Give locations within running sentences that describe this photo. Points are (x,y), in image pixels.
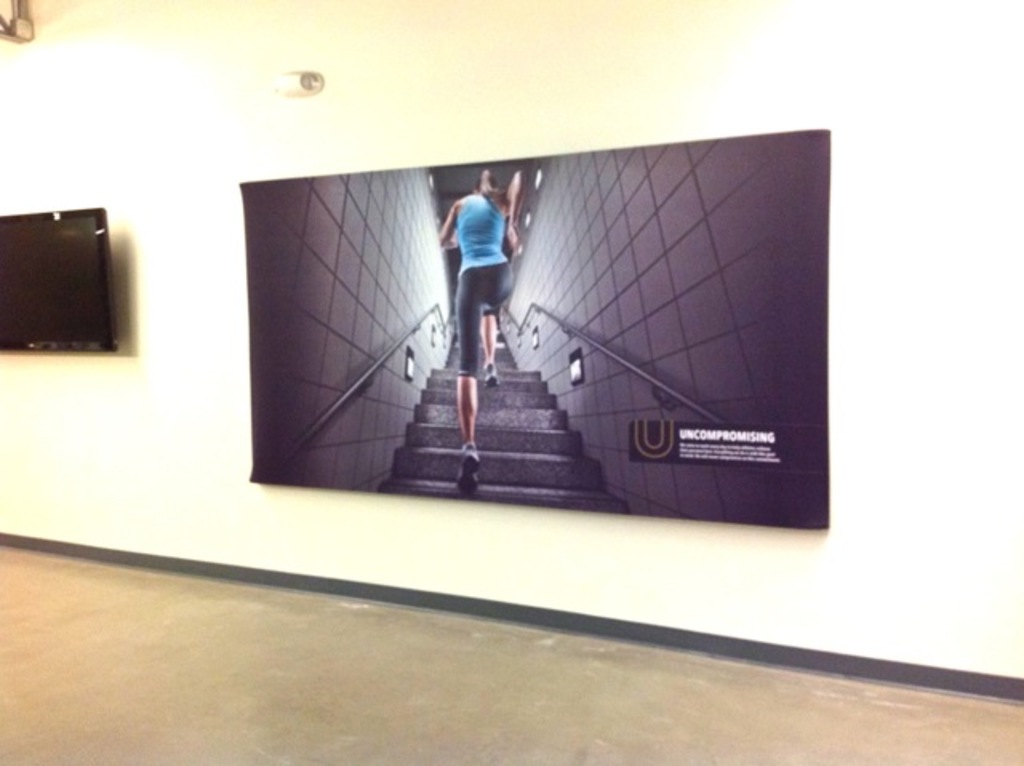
In the middle of this image (611,352), there is a poster (488,208) attached to the wall (423,145). Beside this poster (278,346), there is a screen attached to the wall (127,230). Above these two things (635,358), there are two objects (293,92) attached to the walls (270,81). At the bottom of this image (365,682), there is a floor (443,673) of the building (329,673).
